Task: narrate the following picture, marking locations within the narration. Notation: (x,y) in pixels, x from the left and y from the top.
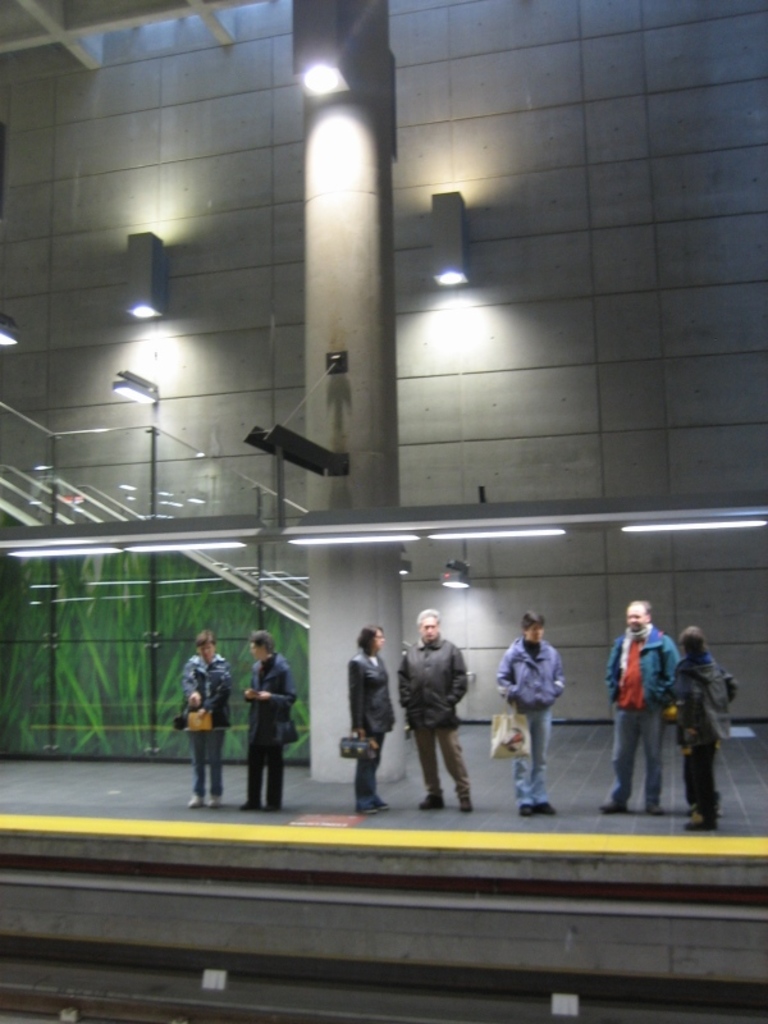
Lights (155,279) are on the wall (417,264) and pillar (356,69). Here we can see people (701,726). These people (520,696) are holding bags (203,714) and wore jackets (363,659).
